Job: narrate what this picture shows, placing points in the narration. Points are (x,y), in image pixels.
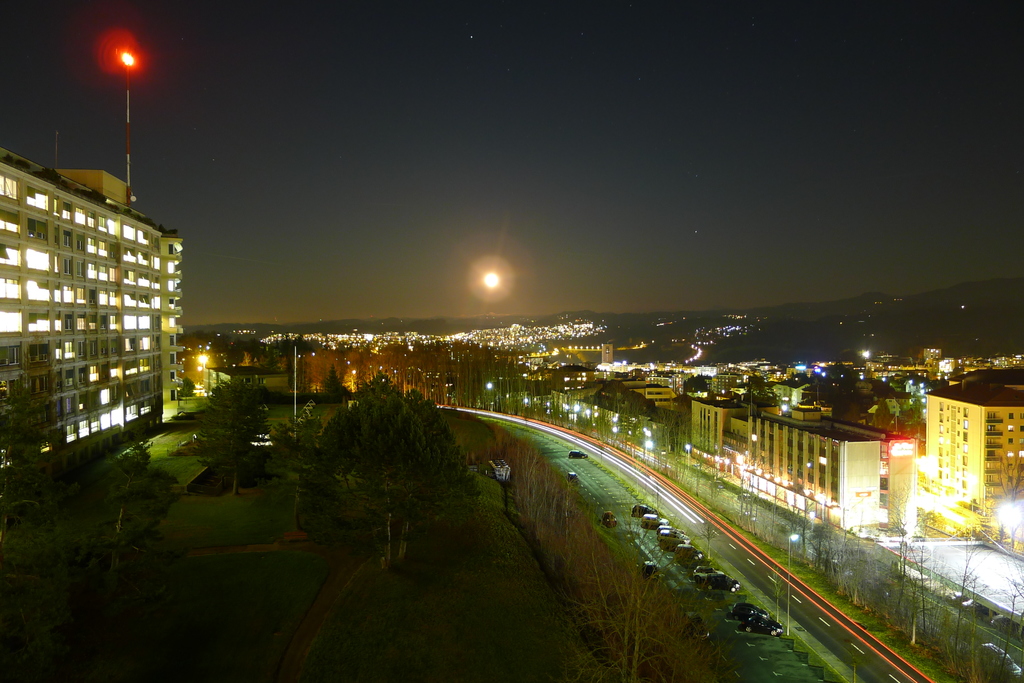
This is an aerial view and here we can see vehicles (753,616) on the road (724,550) and in the background (664,426), there are buildings (765,363), trees (470,346), poles (652,457), lights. At the top (411,133), there is sky (604,165) and at the bottom (261,577), there is a ground (243,579).
